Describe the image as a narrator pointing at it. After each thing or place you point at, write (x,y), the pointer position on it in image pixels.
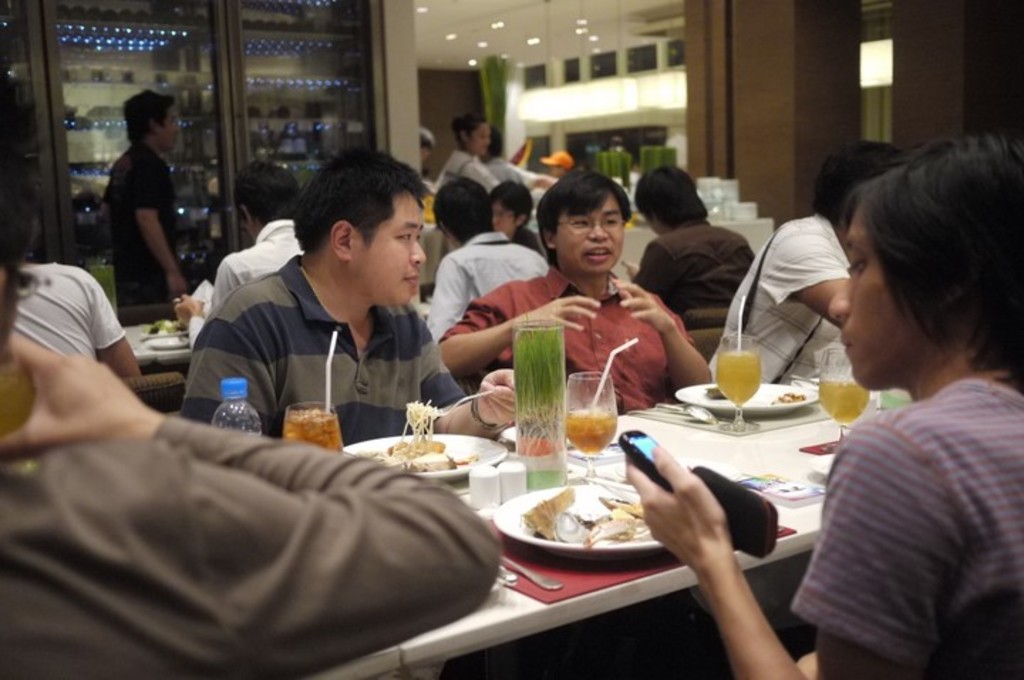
This image is clicked in a restaurant (465,295). There is a cupboard like thing (199,190) on the back (238,159), it is on the top left corner (133,77) and there are tables (690,426). On the tables (581,471) there is a glass (603,395), straw (608,368), plates (594,505), eatables (549,508), water bottle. People (417,388) sat around the table (510,603) on chairs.
